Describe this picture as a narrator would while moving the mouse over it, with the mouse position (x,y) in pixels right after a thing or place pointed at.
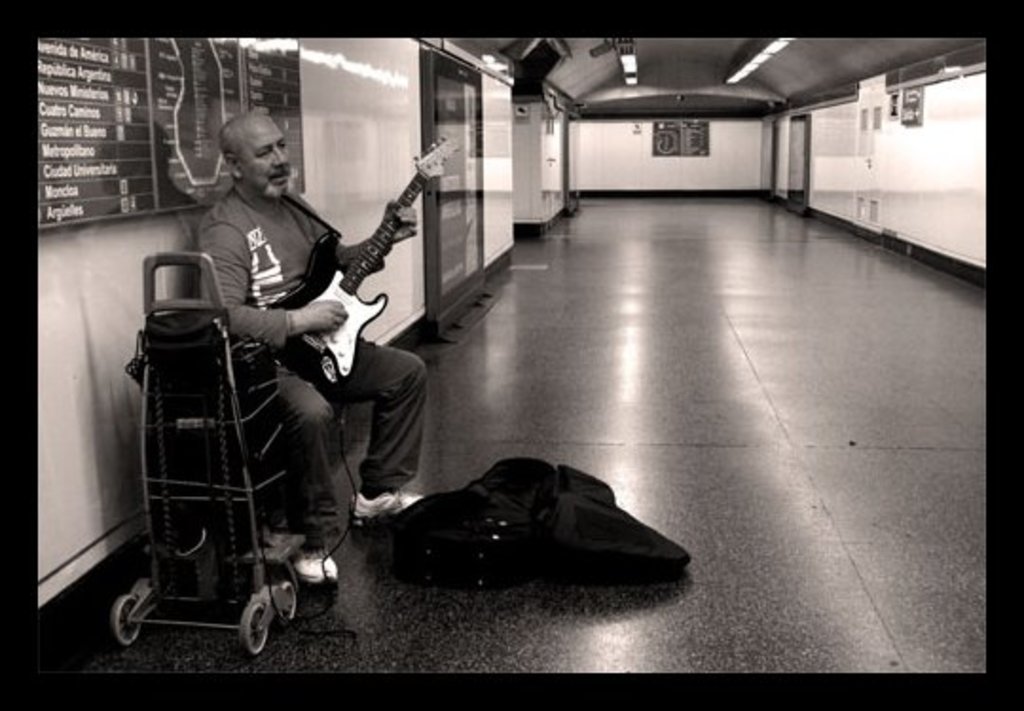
This image is clicked inside a building (47,322). There is a man (393,414) sitting and playing guitar (326,341). In front of him, there is a guitar bag (573,553) on the floor (470,612). To the right (932,156), there is a wall (852,161) and door (864,183). At the top (689,65) there is a roof (663,57) and lights (628,63). To the left (199,105), there is a board (148,130) on the wall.
